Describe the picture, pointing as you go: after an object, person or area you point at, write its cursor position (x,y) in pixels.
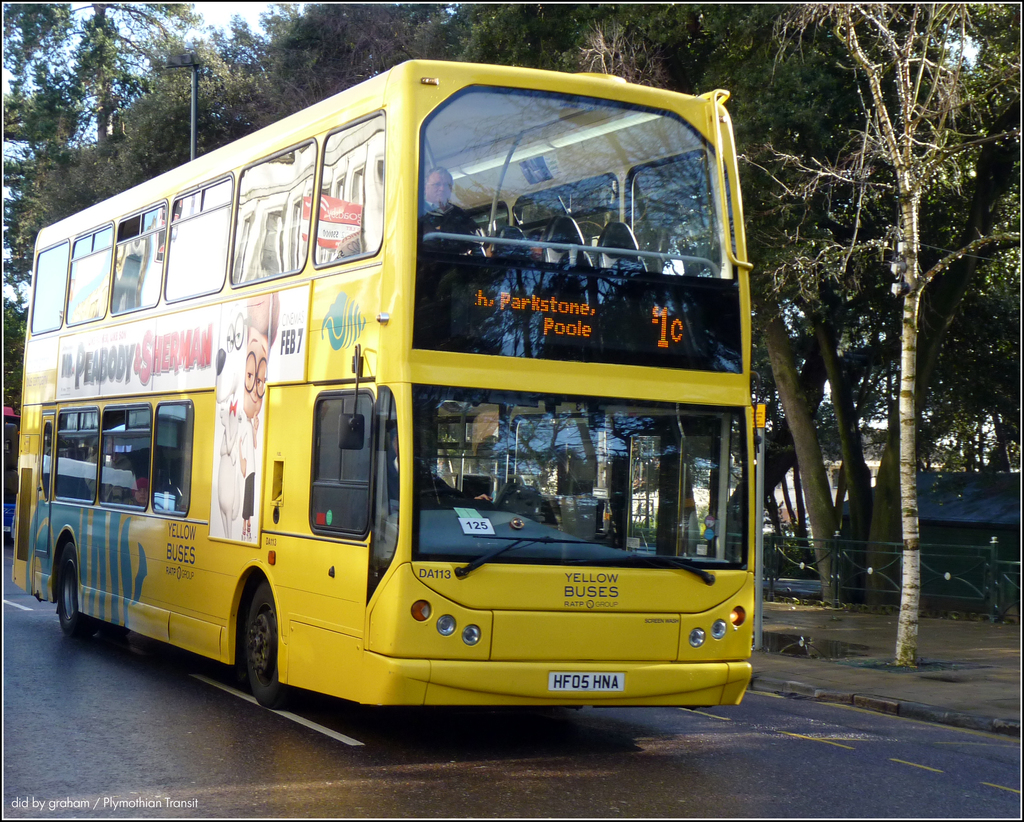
In this image we can see a bus (513,635) on the road (486,734). In the background (501,52) there are trees (276,68) and sky (268,41). We can see a pole (186,57) and there is a railing (874,567).
